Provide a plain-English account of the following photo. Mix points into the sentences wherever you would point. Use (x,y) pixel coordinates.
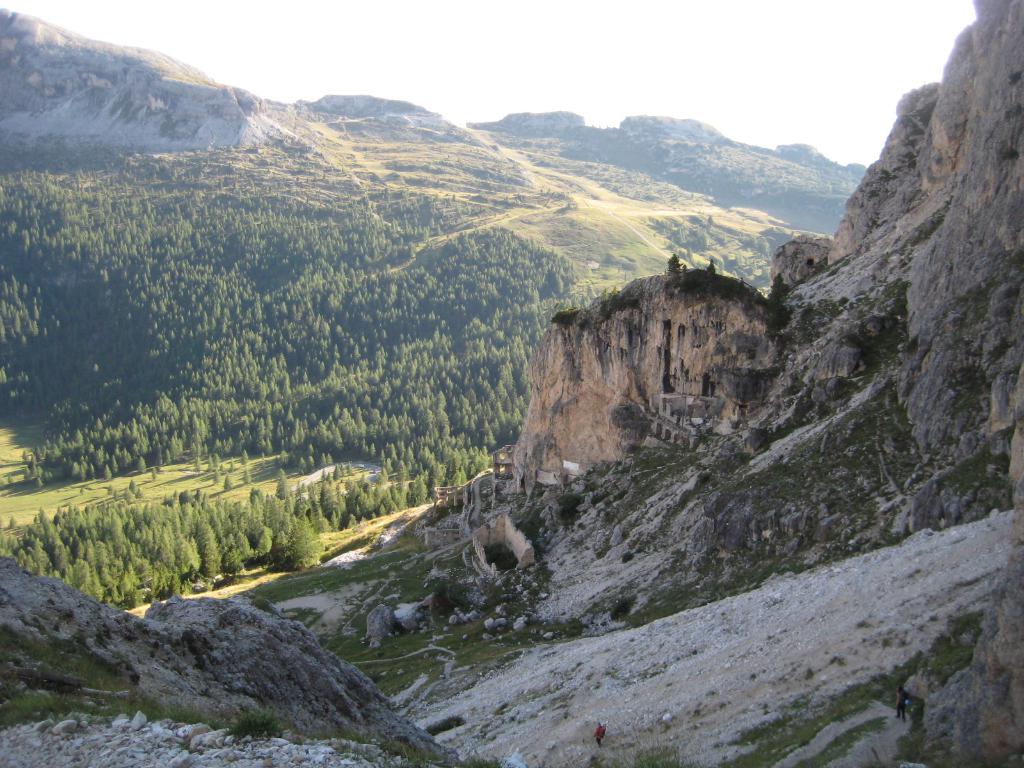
In this image I can see a mountains (857,497) and trees (205,234). The sky (363,43) is in white color.
